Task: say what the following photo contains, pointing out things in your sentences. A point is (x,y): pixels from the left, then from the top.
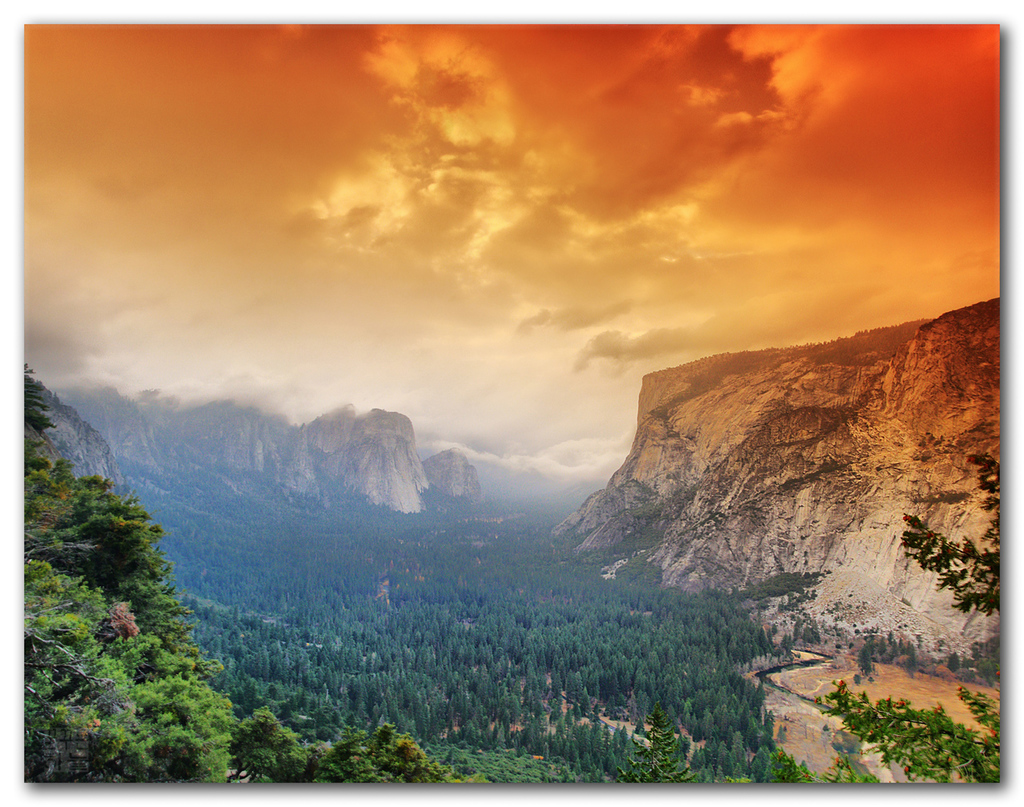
In the image we can see there are lot of trees (224,632) in the area (644,628) and there are mountains (681,468) and hills (672,440). On the top (524,219) there is a cloudy sky (417,248).
